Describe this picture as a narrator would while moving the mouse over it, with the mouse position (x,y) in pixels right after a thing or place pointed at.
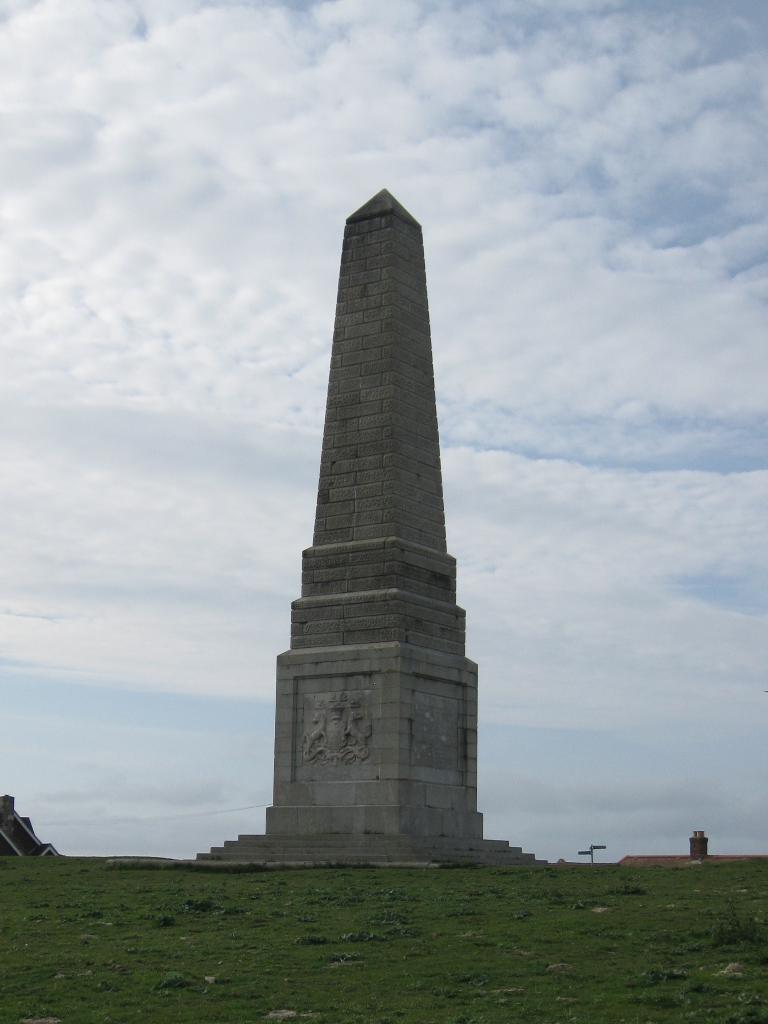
In the picture we can see a historical pillar (293,826) which is on the grass surface (49,962), in the background (644,631) we can see the sky (61,732) and clouds (33,461).
